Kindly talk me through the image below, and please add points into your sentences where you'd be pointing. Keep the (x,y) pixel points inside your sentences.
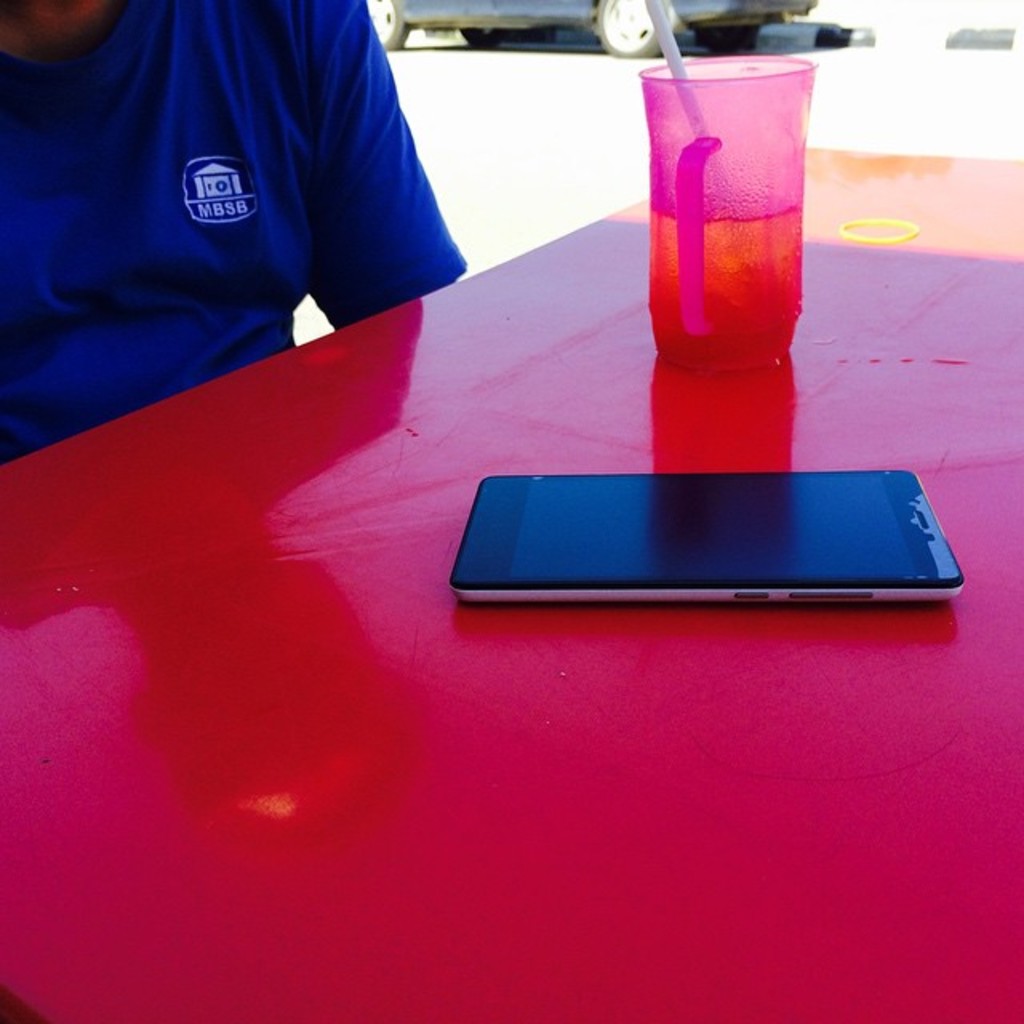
On the red table (177,611) there is a mobile (572,570) and a glass (740,247). Inside the glass (734,154) we can see a straw (669,63). To the left top corner (184,125) there is a man (114,173) sitting with blue color t-shirt (233,201). And we can also see a vehicle (544,22) on the road (530,112).
